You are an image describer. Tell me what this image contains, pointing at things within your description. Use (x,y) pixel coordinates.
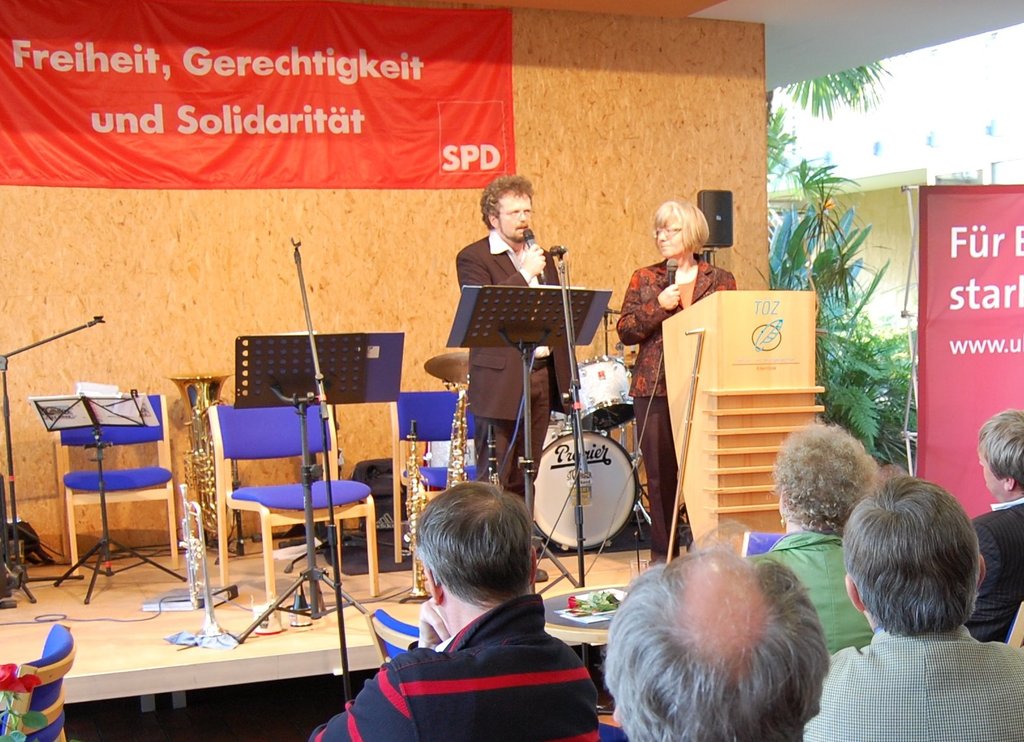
In this image I can see people (564,735) where two of them are standing and holding mics (671,265). Here I can see a podium (699,445), few musical instruments (411,468) and few chairs (238,422).
